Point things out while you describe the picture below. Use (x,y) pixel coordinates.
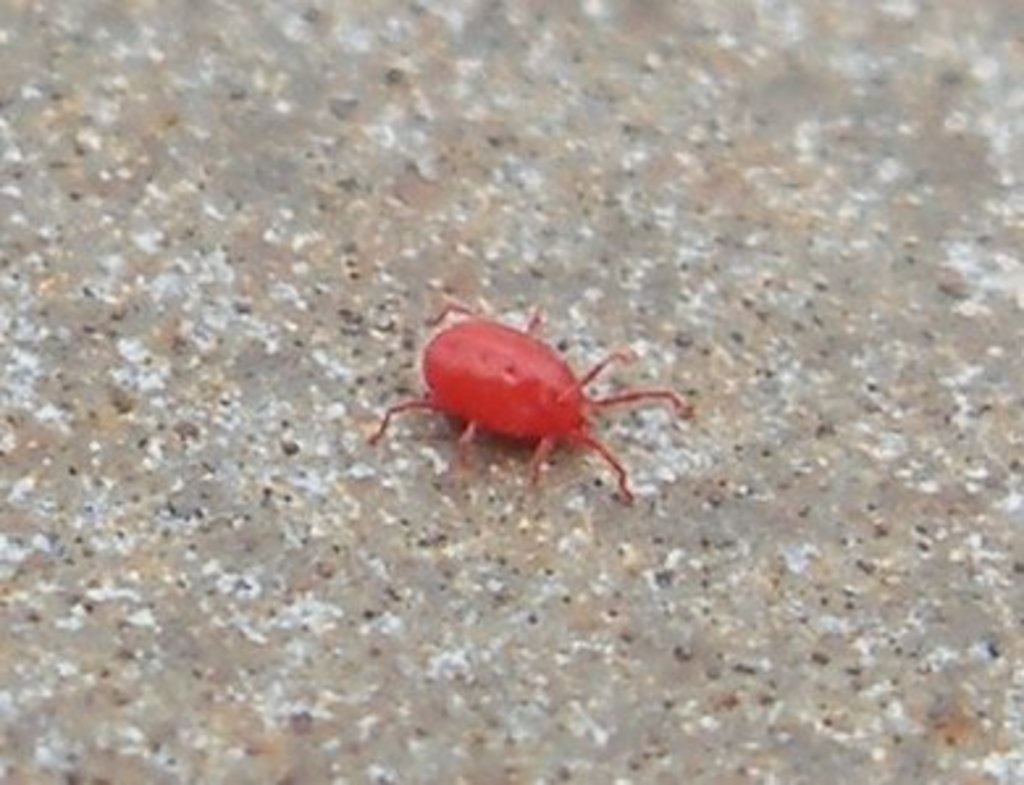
In this image I can see an insect (509,395) which is in red color. It is on the ash, brown and white color surface (231,473).
